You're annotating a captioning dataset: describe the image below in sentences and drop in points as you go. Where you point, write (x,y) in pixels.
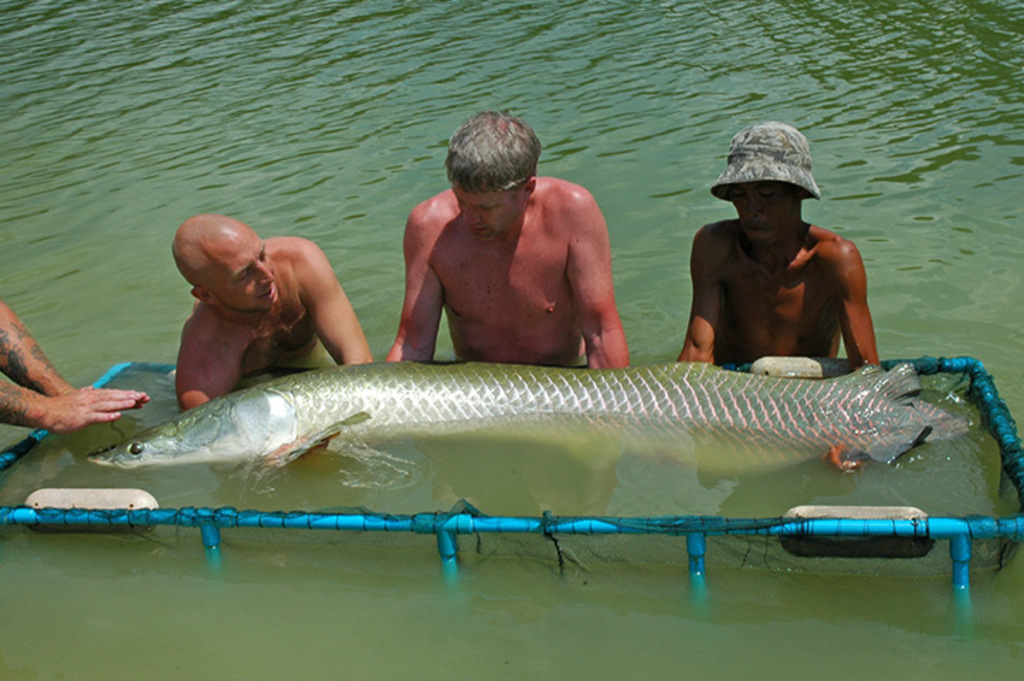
In this picture we can see three men (362,349) in water (684,282), fish (504,375), net (961,385), rods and a person hands (62,418).
